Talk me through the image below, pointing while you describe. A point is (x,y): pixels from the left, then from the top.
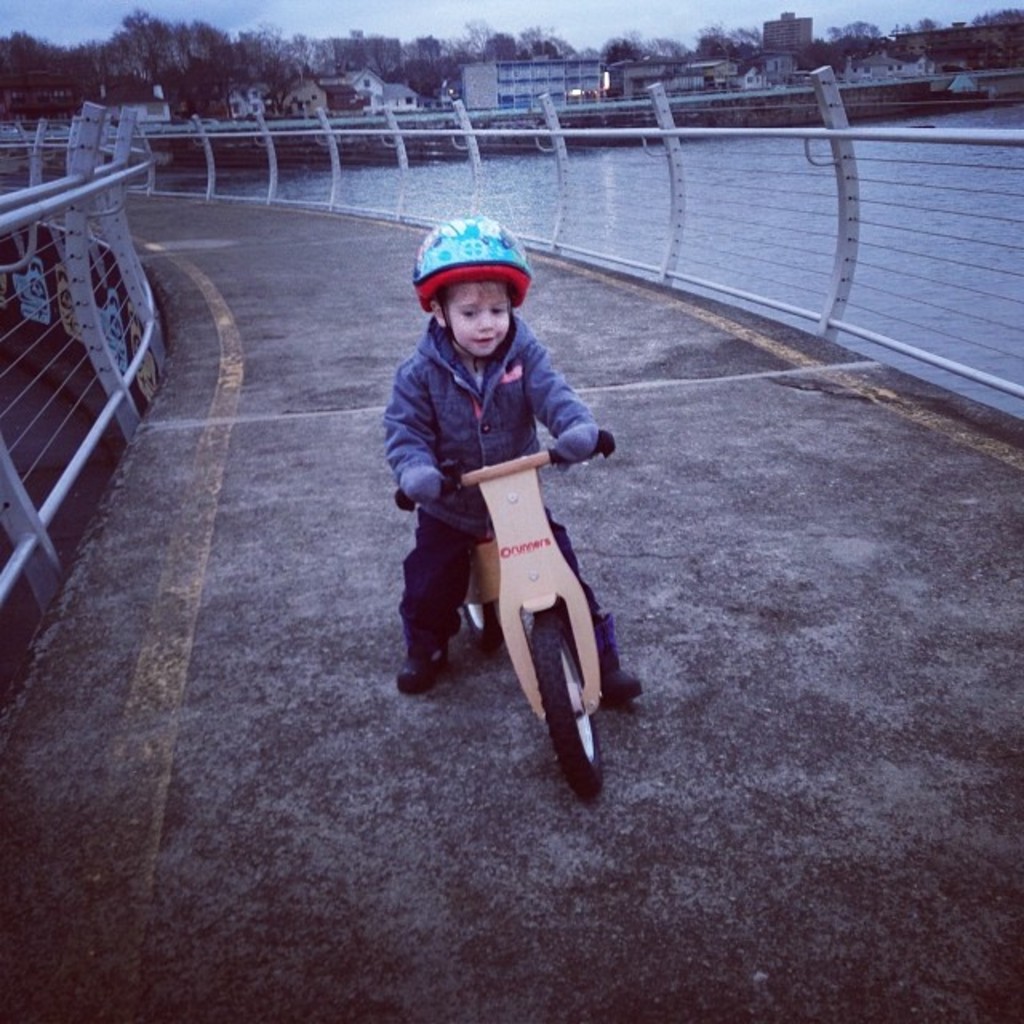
This is a picture consist of a bridge (235,310) near to the lake (990,174) and on the background (577,27) I can see a buildings (504,84), sky (317,17) and trees (349,49) are visible. On the bridge (401,531) a boy (419,476) riding on a bicycle (536,530) and wearing a blue color jacket (425,372) and wearing a helmet (450,232) on his head (461,247).
